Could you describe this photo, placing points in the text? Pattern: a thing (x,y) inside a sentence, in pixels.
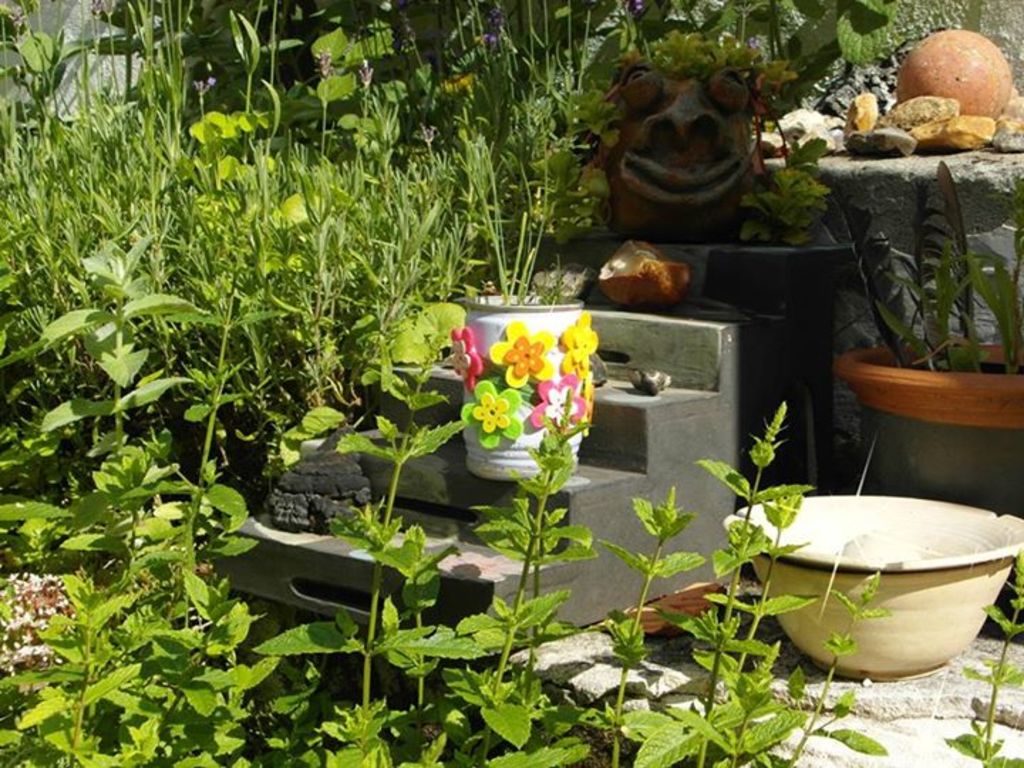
In this picture we can see the plants (124,205), pots (668,218). We can see the objects (682,222) and a colorful pot (555,378) on the stairs (488,488). We can see the pebbles (975,138).
